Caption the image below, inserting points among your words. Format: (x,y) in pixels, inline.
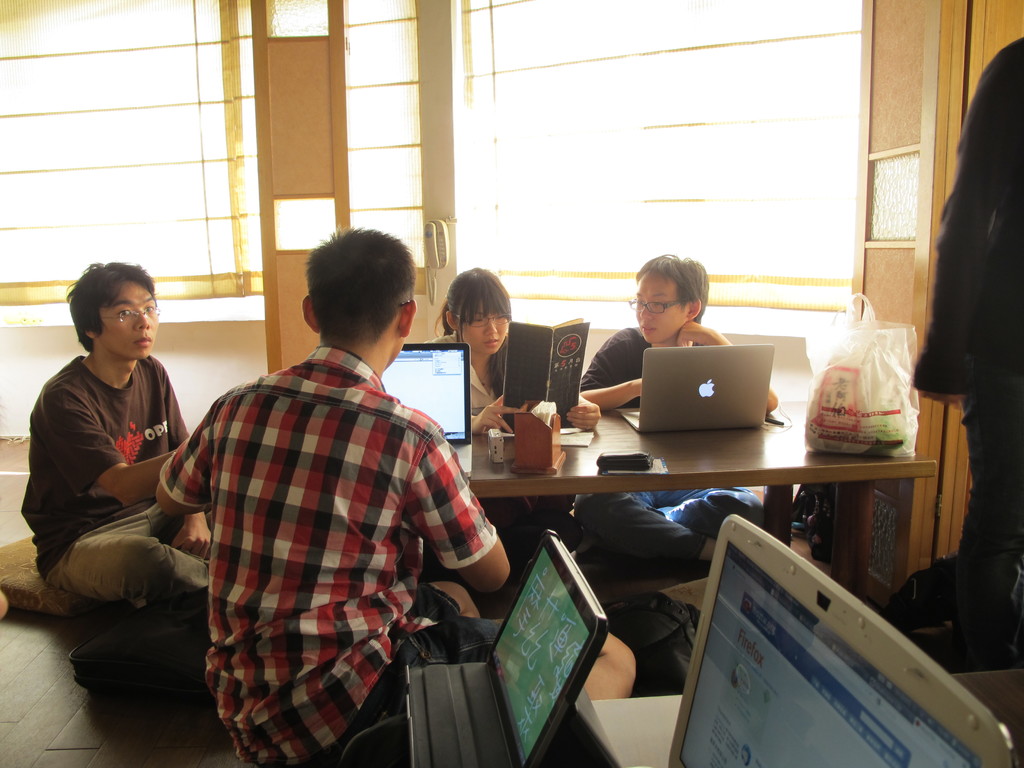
In this image there are people (581,515). There is a laptop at the front (436,687). A person (379,568) is facing his back (353,518) and he is operating the laptop (442,408). On the table (780,444) there are plastic covers (820,391). And other three people (489,356), behind them there is a window (374,202).
